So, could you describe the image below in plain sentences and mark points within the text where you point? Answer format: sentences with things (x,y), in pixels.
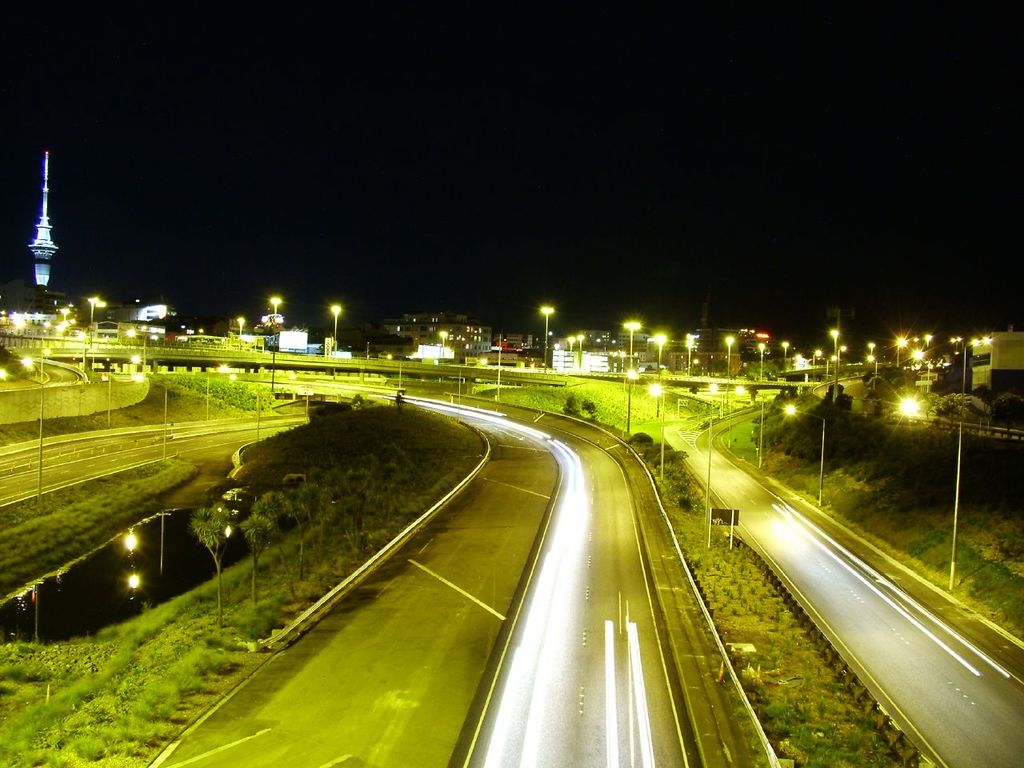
There is a road (590,587), trees (201,521) and a grassy land (335,465) at the bottom of this image (709,565). We can see bridge (75,340), lights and buildings (586,357) in the middle of this image (554,377). It is dark at the top of this image (598,187).
